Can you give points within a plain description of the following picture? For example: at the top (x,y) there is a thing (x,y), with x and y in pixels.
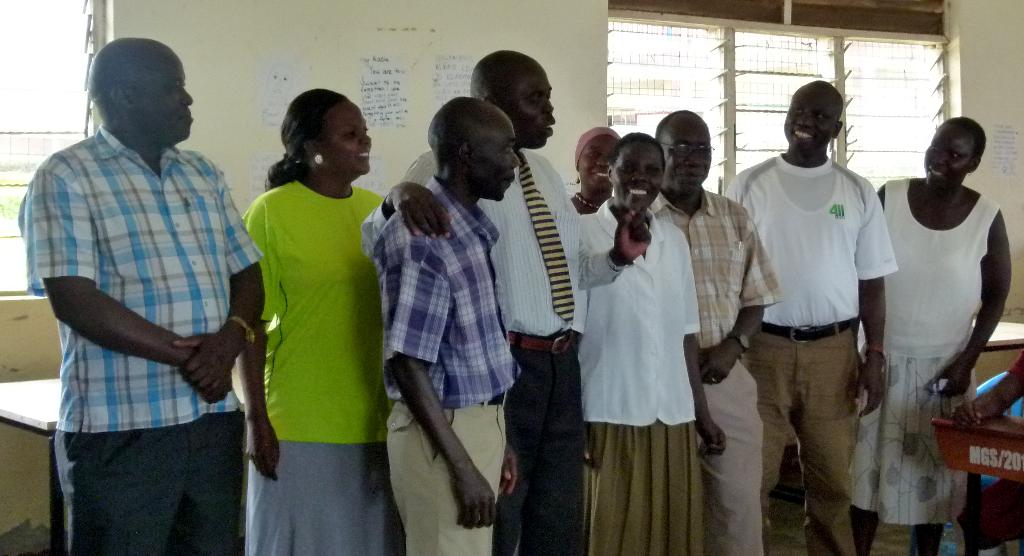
In this image few persons (503,381) are standing on the floor (790,521). Behind them there is a table (41,410). A person (576,288) wearing a white shirt (550,191) and tie (530,175) is keeping his hand (407,202) on a person (435,308) wearing a violet shirt (439,288). Right side (991,506) there is a person (1012,506) sitting before a table (1004,447). Beside him there is a chair (993,382). There is a wall (335,58) having few papers (369,64) attached to it. There are two windows (817,50) to the wall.
